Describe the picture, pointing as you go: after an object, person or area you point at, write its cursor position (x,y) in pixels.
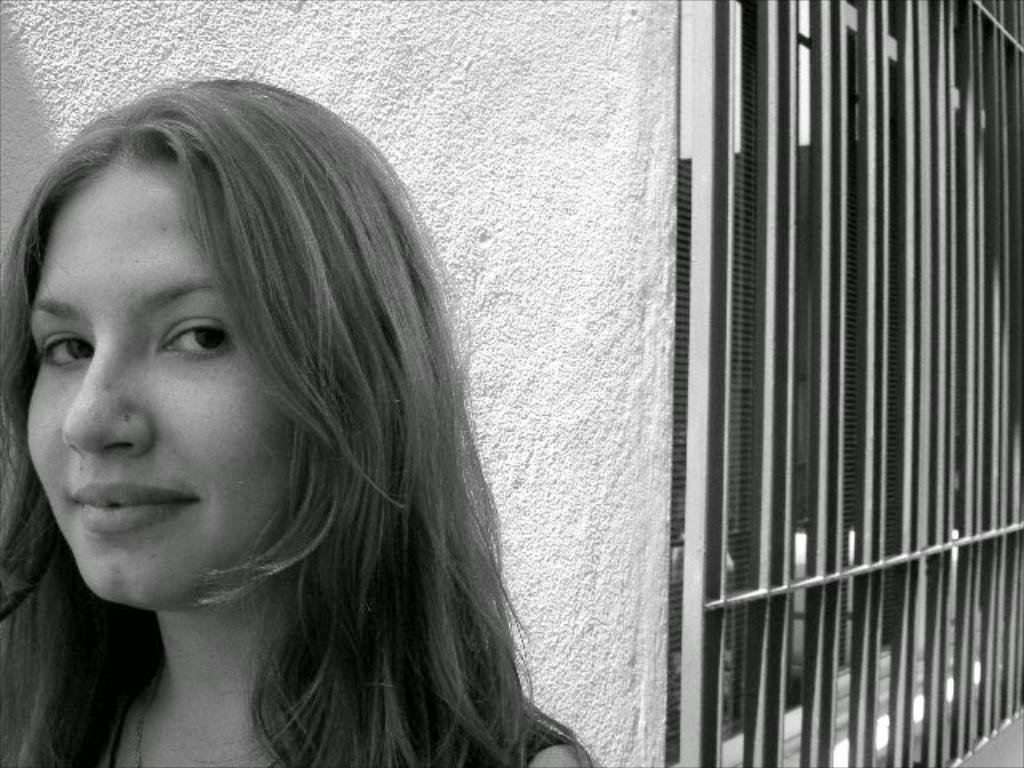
In this image I see a woman (13,746), who is smiling and in the background (17,200) I see a wall (606,741).
